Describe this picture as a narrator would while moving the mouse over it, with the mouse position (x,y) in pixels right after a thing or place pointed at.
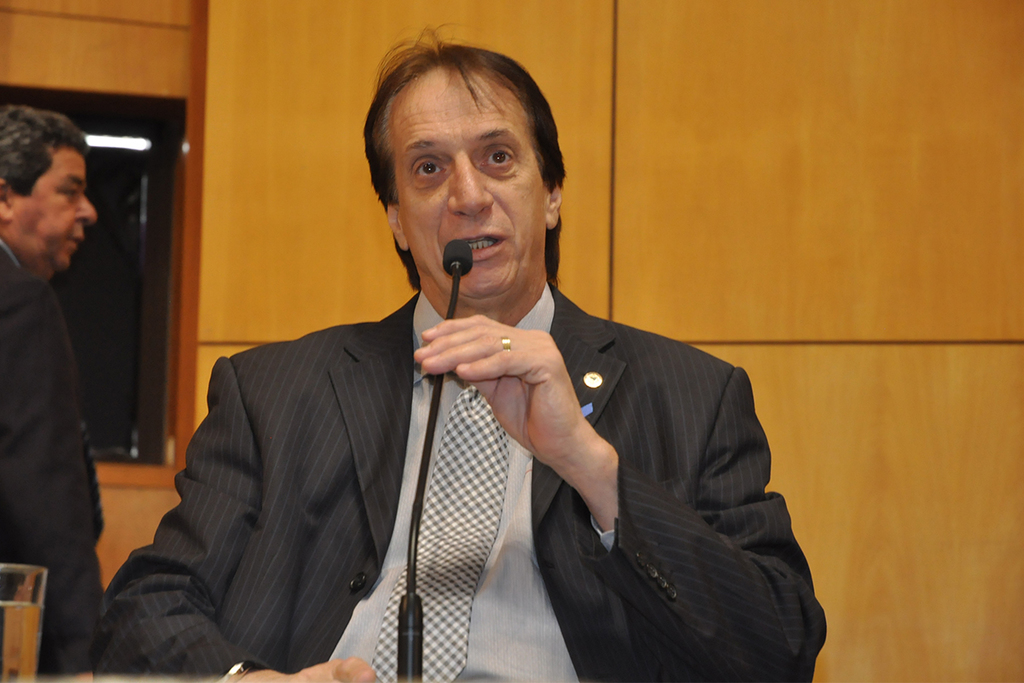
In the image there is an old man (419,405) wearing a black suit (631,527) holding a mic (464,267) and talking on it. Behind him there is an another man (53,219) stood and over the background (296,67) its a wooden wall (619,95).
